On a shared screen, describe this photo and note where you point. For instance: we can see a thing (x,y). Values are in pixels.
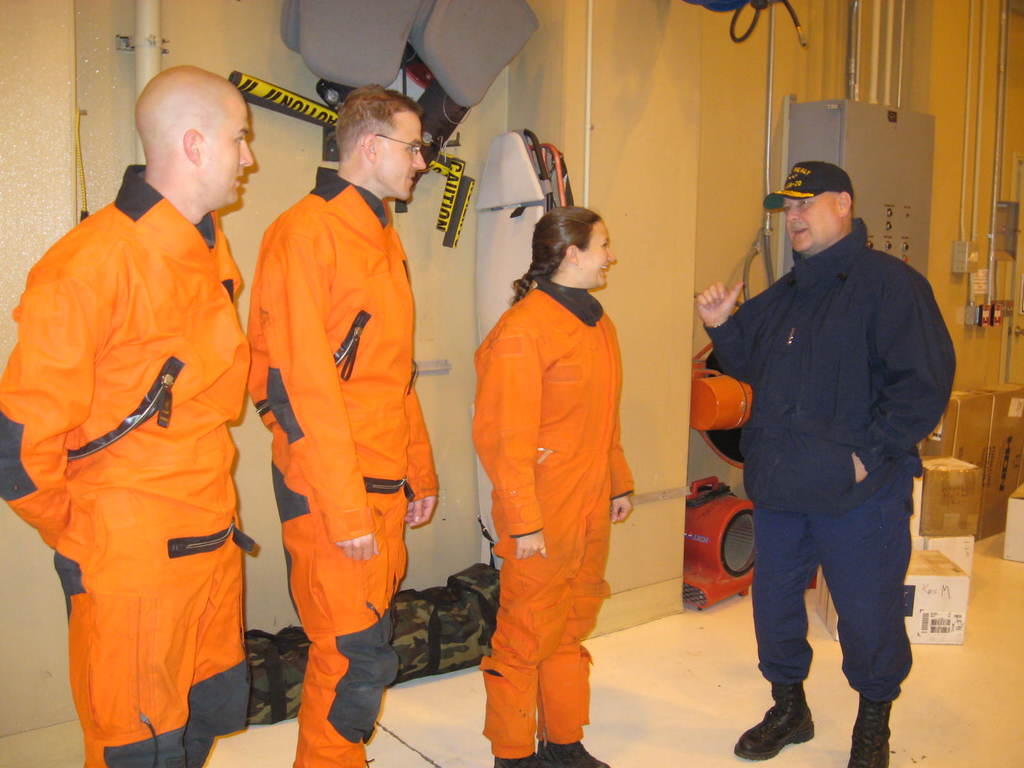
In this image I can see four people (388,466) are standing. These people (363,561) are wearing uniforms (512,456). In the background (940,617) I can see pipes (989,259), bags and other objects (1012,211) on the ground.
